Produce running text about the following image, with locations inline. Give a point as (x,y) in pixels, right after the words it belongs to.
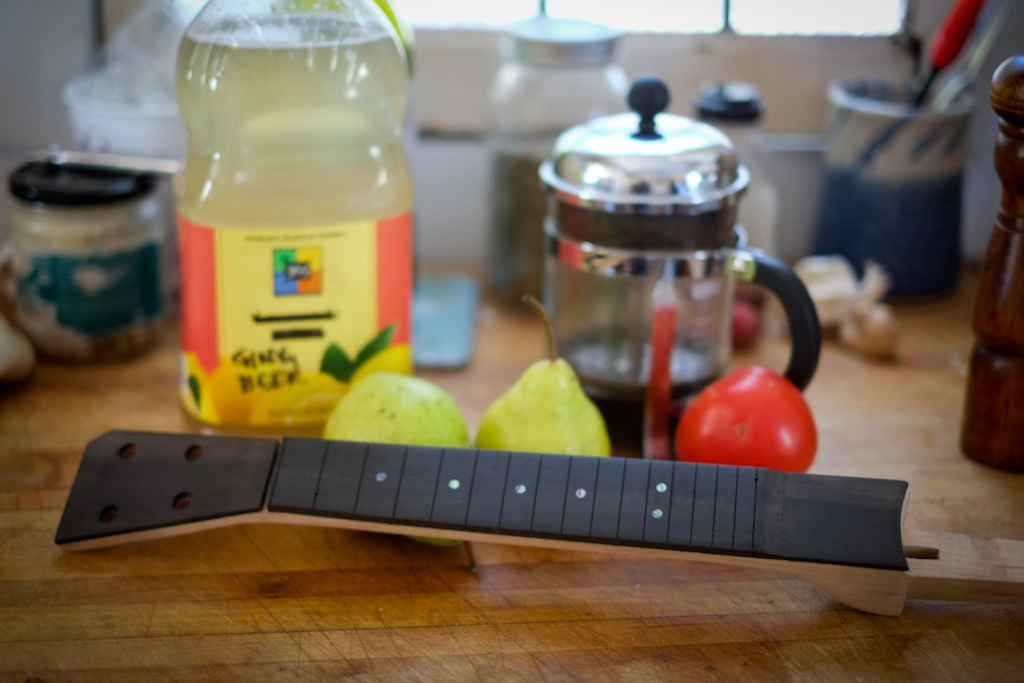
This picture shows bottles (315,335) and fruits (370,391) on the table (850,424).
